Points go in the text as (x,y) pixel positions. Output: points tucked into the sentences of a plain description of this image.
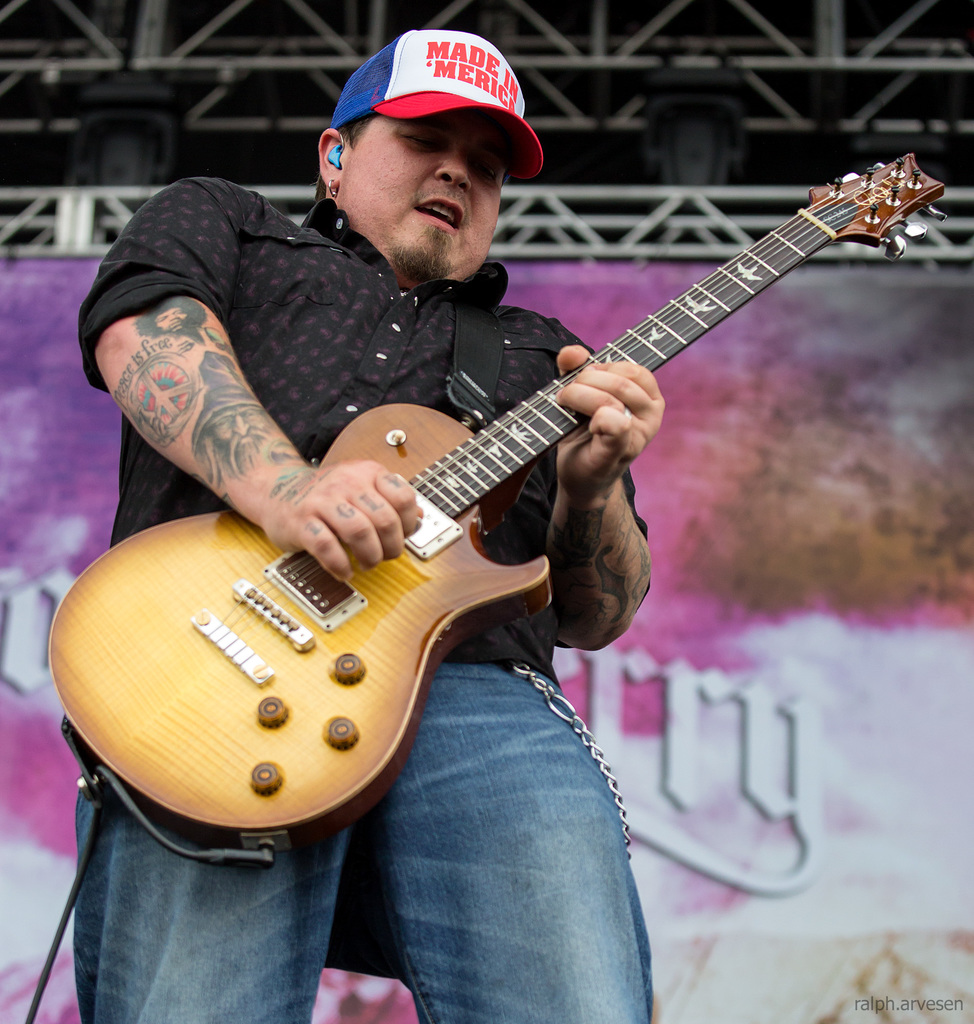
In the image we can see there is a man (299,893) who is holding a guitar (387,563) in his hand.
